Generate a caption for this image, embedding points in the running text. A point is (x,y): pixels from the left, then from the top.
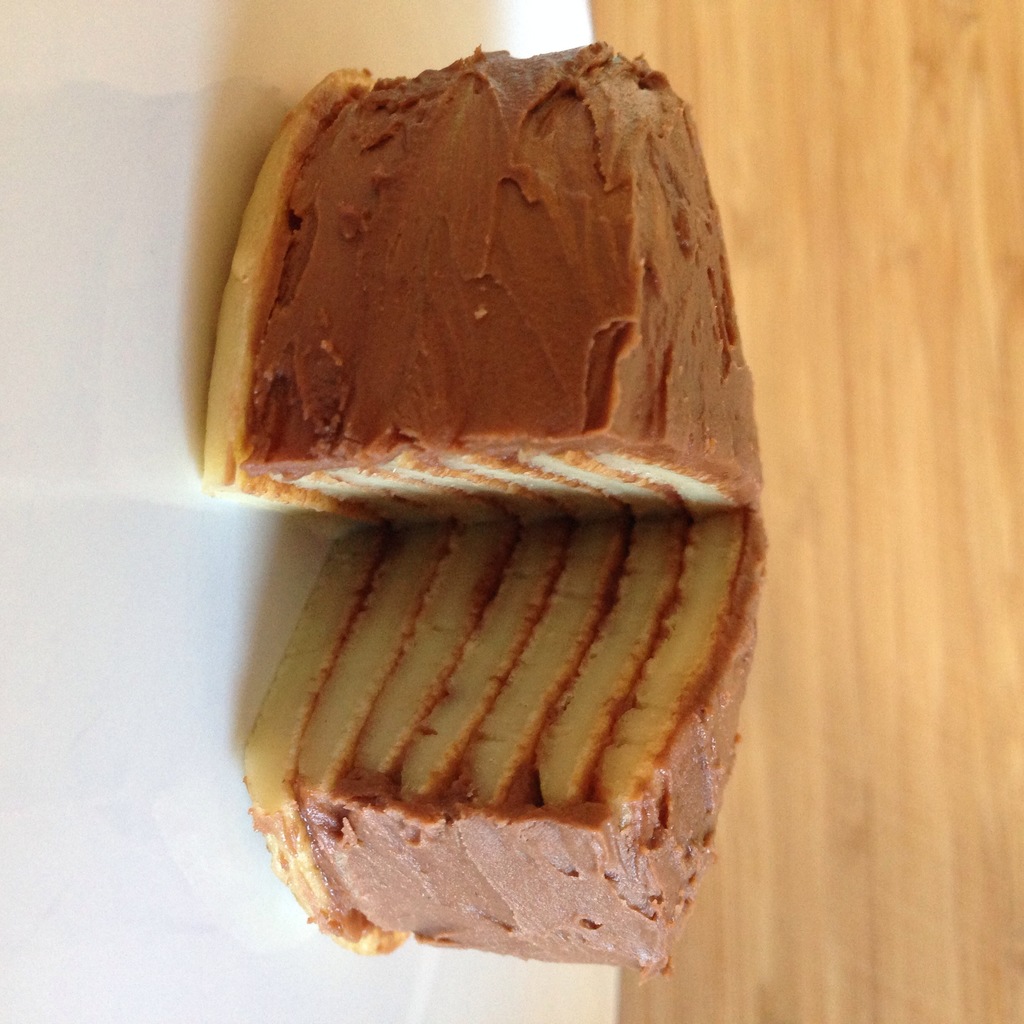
In this picture we can see some food (470,716) is present on a white sheet (185,777), at the right (848,930) there is a wooden surface (848,665).
